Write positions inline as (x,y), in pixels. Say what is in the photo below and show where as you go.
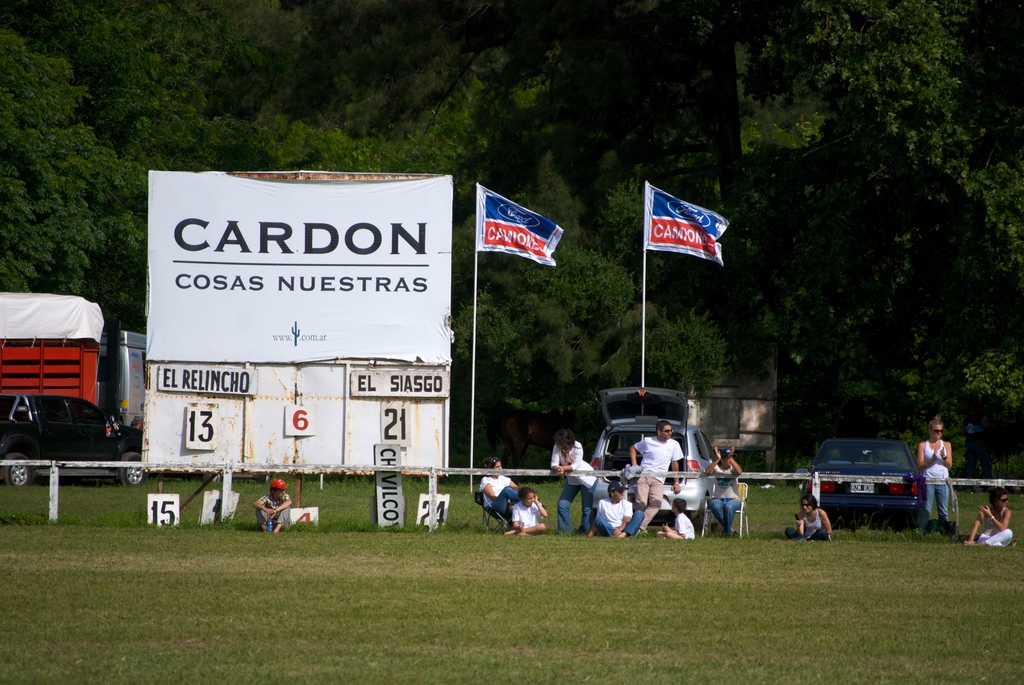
On the left side of the image (263,320) we can see a board (291,215). On the board (152,444) we can see the text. In the middle of the image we can see the flags (696,245) and poles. In the background of the image (591,443) we can see the trees (559,318), vehicles (99,458), fence (55,466), boards (744,418), grass (23,505) and some people (624,523) are sitting on the ground (710,528) and some of them are standing and a person (726,506) is sitting on a chair (710,513). At the bottom of the image (611,619) we can see the ground (340,596).
